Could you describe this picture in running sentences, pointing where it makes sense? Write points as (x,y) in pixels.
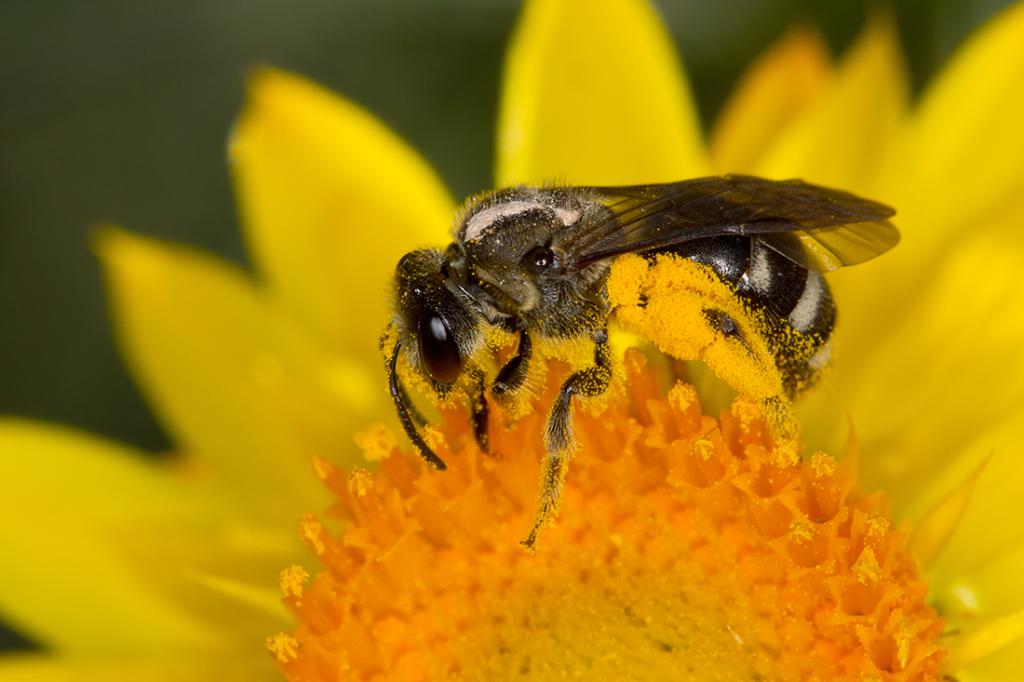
As we can see in the image there is a yellow color flower (267,388) and an insect (583,300).
